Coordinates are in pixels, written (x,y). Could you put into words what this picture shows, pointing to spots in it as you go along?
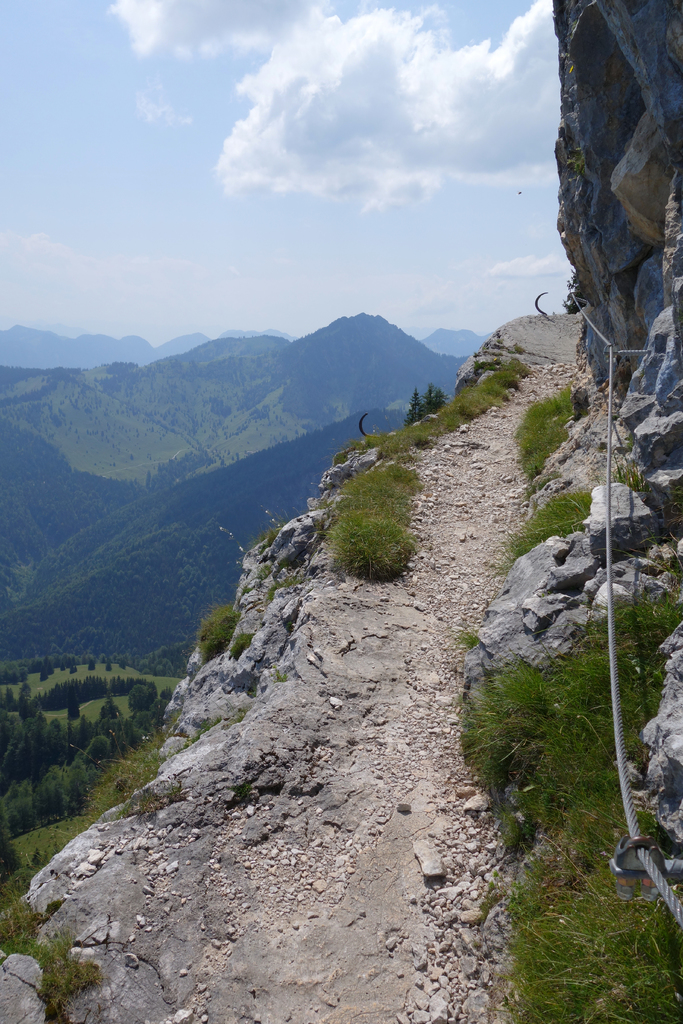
In this image there are few mountains (242,402) covered with plants (216,367) and trees (292,386), there are few trees (164,709), plants (479,747), stone (382,681) and some clouds (270,146) in the sky (290,4).
